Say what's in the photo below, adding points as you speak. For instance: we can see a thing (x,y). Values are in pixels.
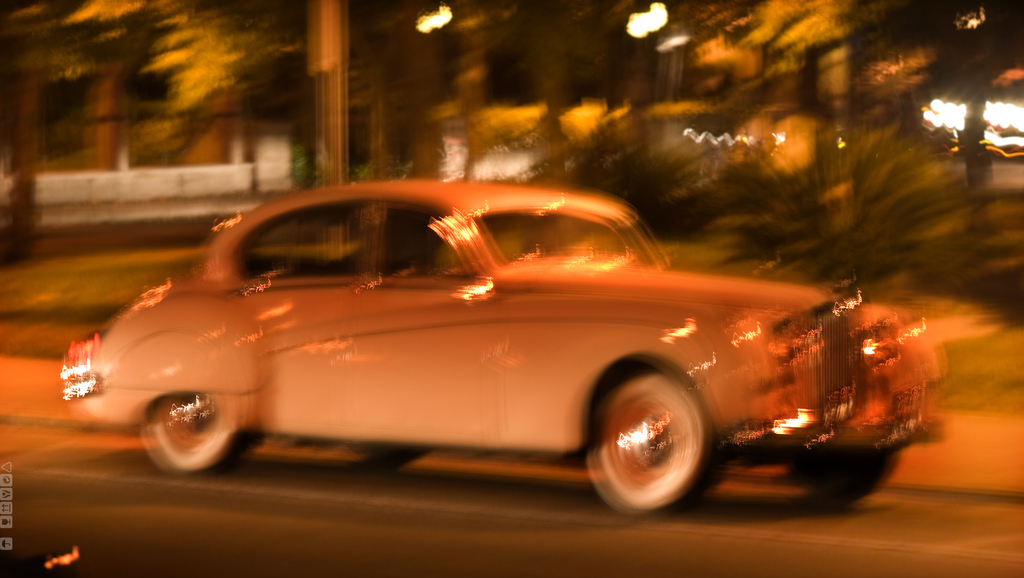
This is a blurry image. At the bottom of the image (376,413) on the road (530,531) there is a car (373,415). Behind the car (400,331) there are trees (553,40), lights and poles (320,102).
